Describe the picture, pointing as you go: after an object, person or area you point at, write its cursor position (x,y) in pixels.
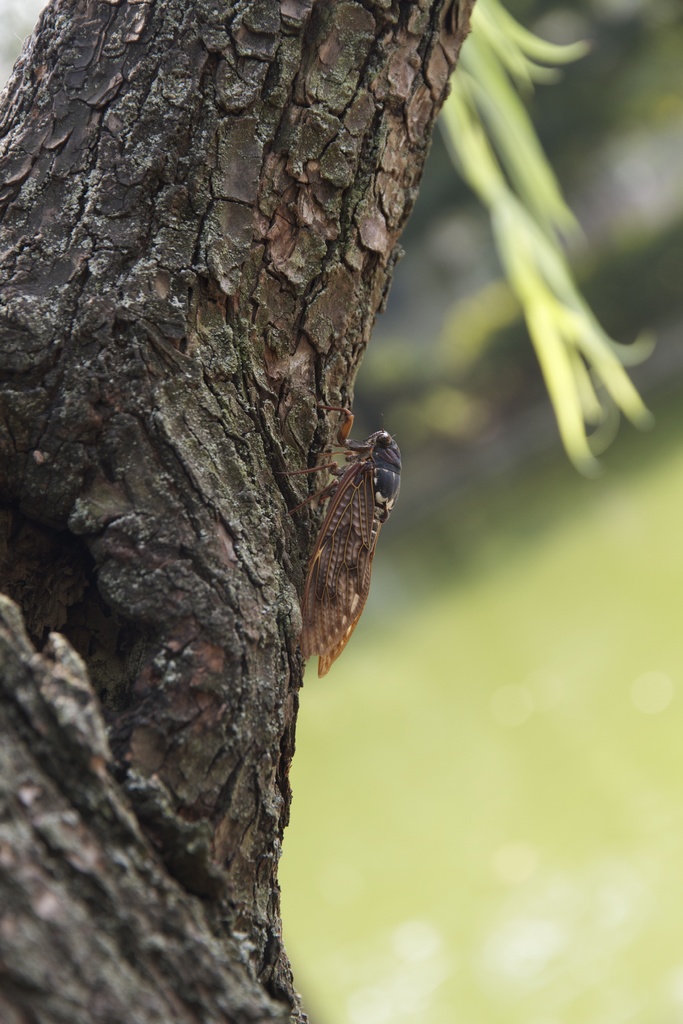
In the center of the image (317,623) we can see an insect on the tree (10,542). In the background of the image (314,693) we can see the plants (654,169), grass (455,633) and ground (323,744).
